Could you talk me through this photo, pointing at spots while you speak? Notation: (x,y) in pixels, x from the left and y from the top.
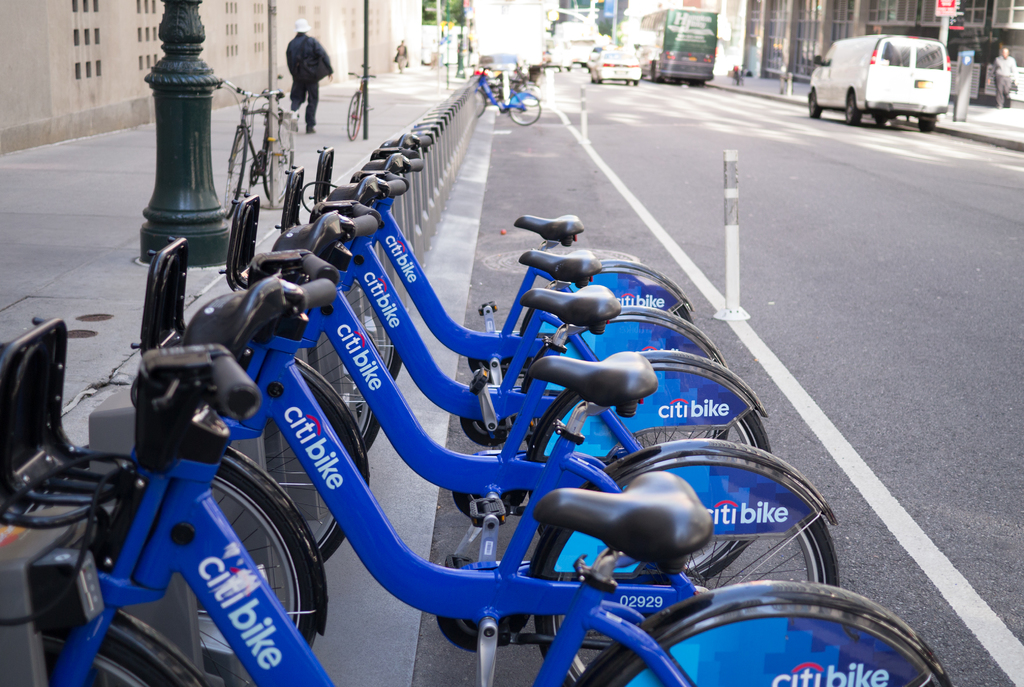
In this image, we can see some bicycles (494,396). There are vehicles (673,51) on the road (798,136) in front of the building (766,39). There is a person (303,53) in front of the wall (244,39). There are poles (163,109) in the top left of the image (173,129).
